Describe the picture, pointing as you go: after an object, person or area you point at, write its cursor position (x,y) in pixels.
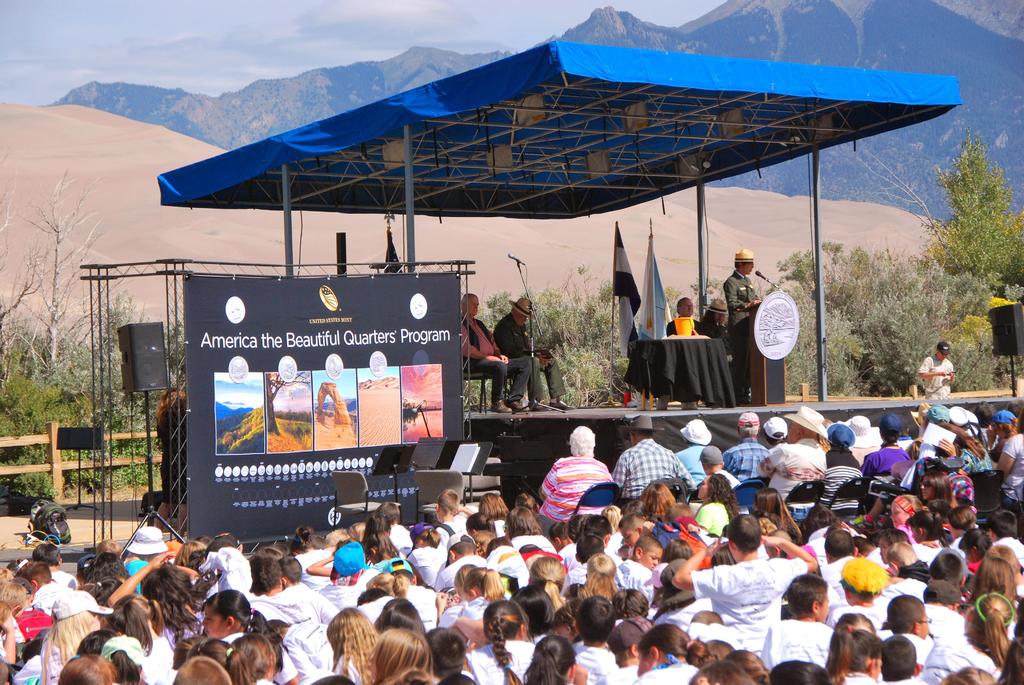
Here we can see crowd (607,531) and there are four persons (521,327) sitting on the chairs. There is a person (744,334) standing in front of a mike (774,286). Here we can see chairs (360,491), table (718,397), cloth (697,367), flags (645,328), poles (825,378), tent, speakers (146,351), banner (349,322), and trees (950,256). In the background (896,194) we can see mountain (332,83) and sky (300,48) with clouds (330,35).
